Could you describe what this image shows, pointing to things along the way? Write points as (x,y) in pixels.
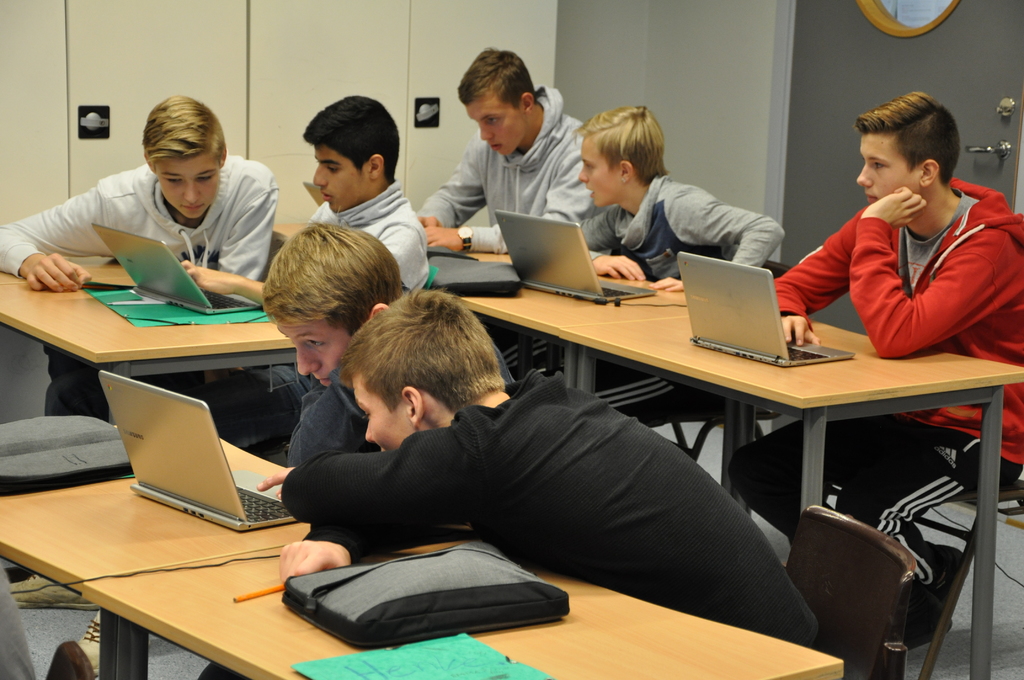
As we can see in the image there is a door (823,155), few people (596,392) sitting on chairs (823,514) and a table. On table (635,315) there are laptops (176,288).
